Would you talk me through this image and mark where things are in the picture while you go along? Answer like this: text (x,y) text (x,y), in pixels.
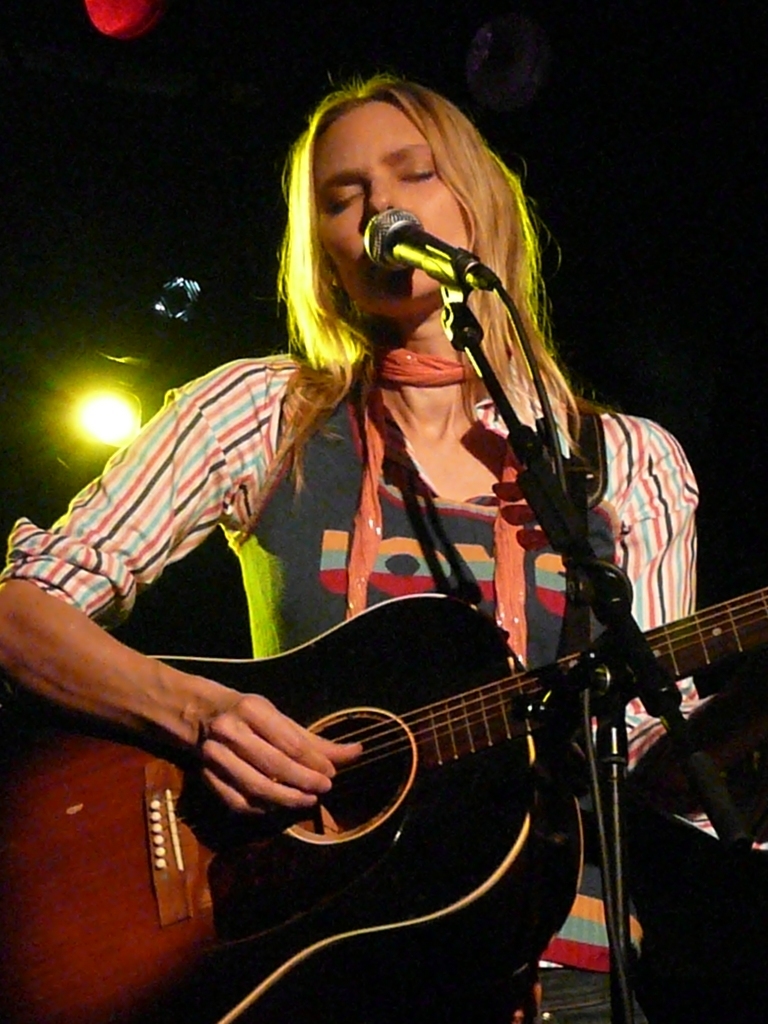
In the middle of the image (298,582) a woman (546,287) is standing and playing guitar (321,677) and singing on the microphone (461,260). Behind her there are few lights (95,438). She wears a scarf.
